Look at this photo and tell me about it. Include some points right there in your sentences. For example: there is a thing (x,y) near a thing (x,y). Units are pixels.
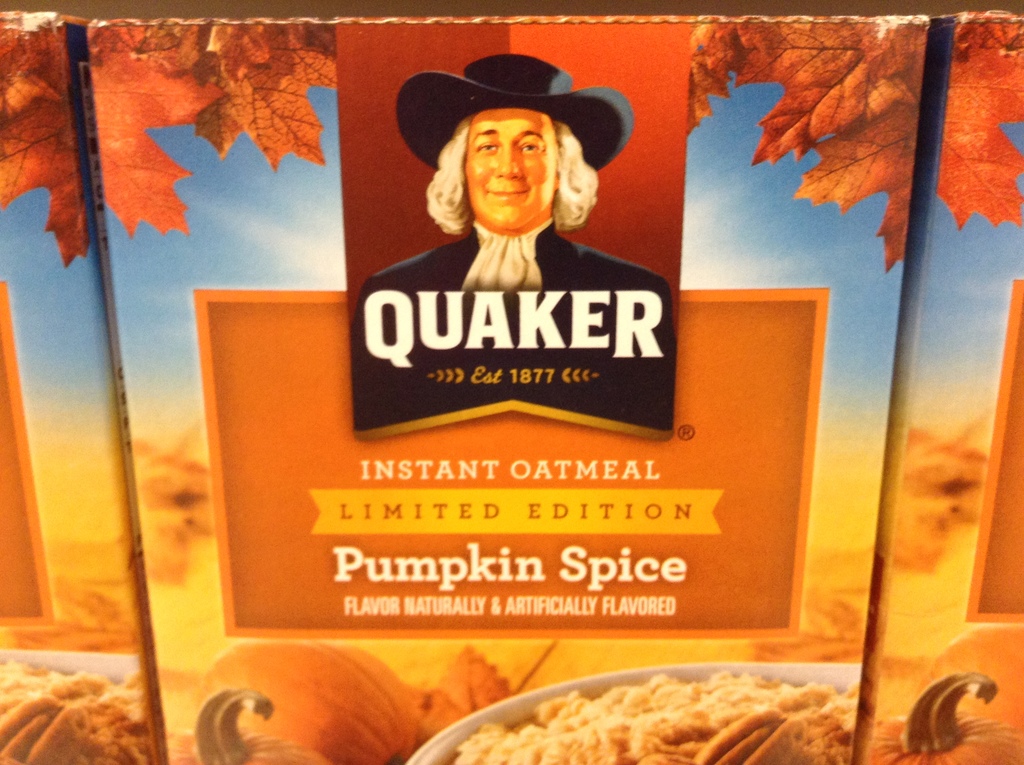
These are boxes (144,449), in this picture we can see a person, fruits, food items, leaves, name board (275,508).
